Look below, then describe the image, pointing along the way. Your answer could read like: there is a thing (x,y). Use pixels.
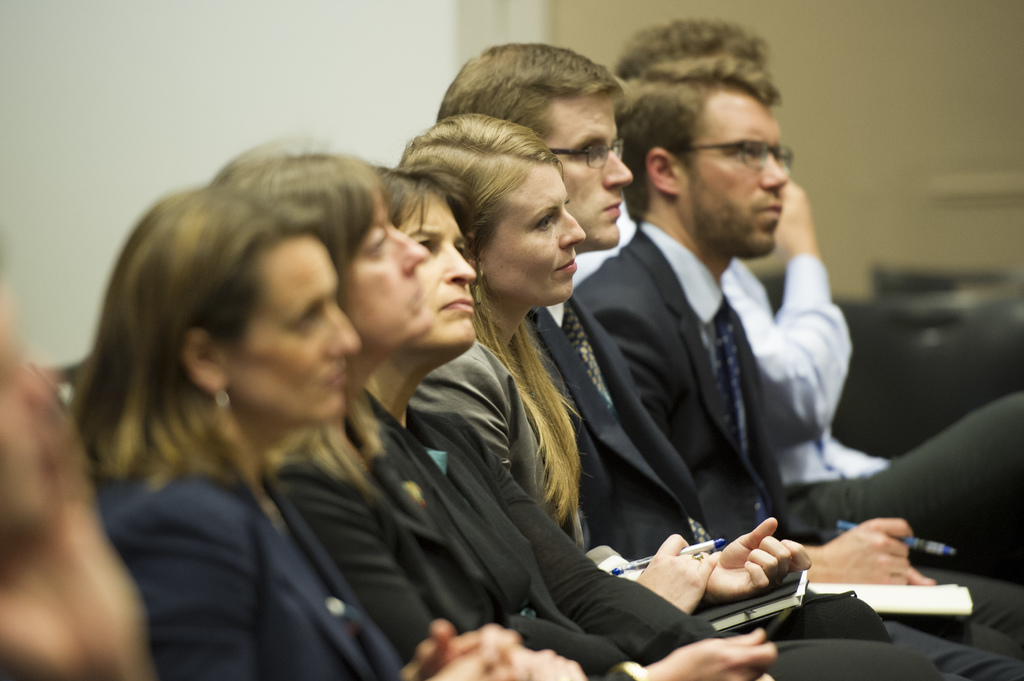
In this image people (592,464) are sitting on the chairs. At the back side (985,33) there is a wall (282,81).
